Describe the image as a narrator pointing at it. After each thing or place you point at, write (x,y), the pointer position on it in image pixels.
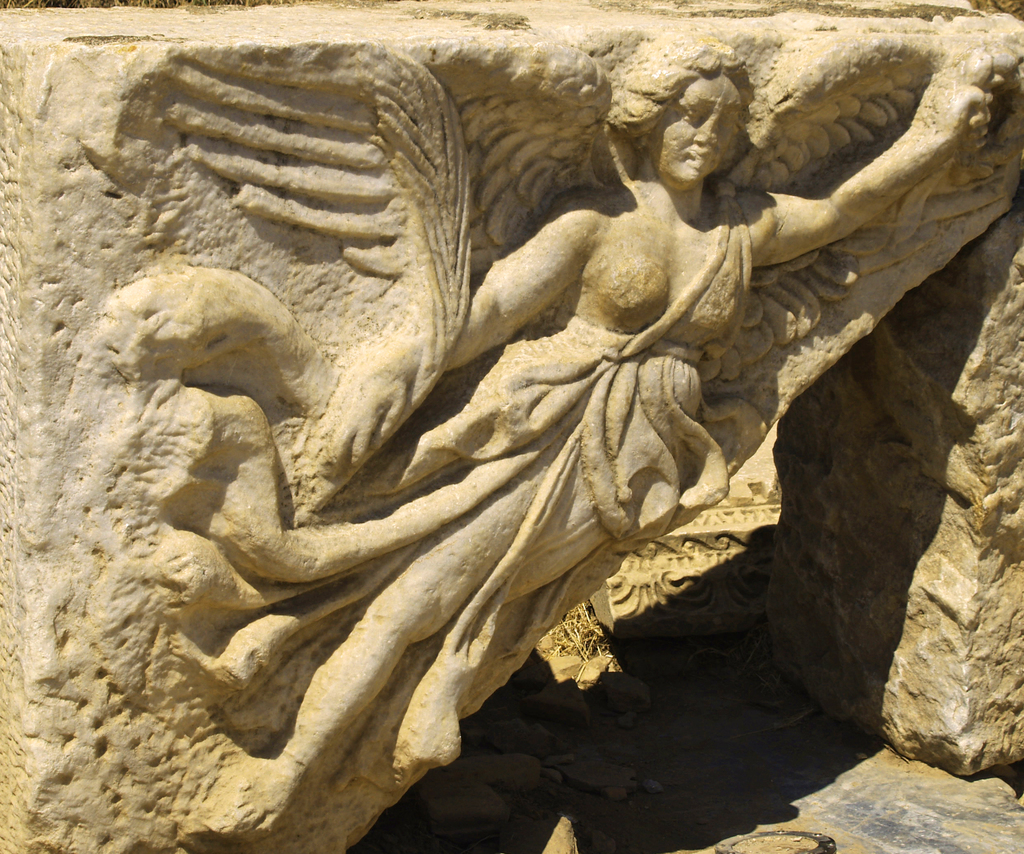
In this picture we can see a sculpture (348,335) on the wall (4,412) and under the sculpture (454,268) there are stones (509,769).
